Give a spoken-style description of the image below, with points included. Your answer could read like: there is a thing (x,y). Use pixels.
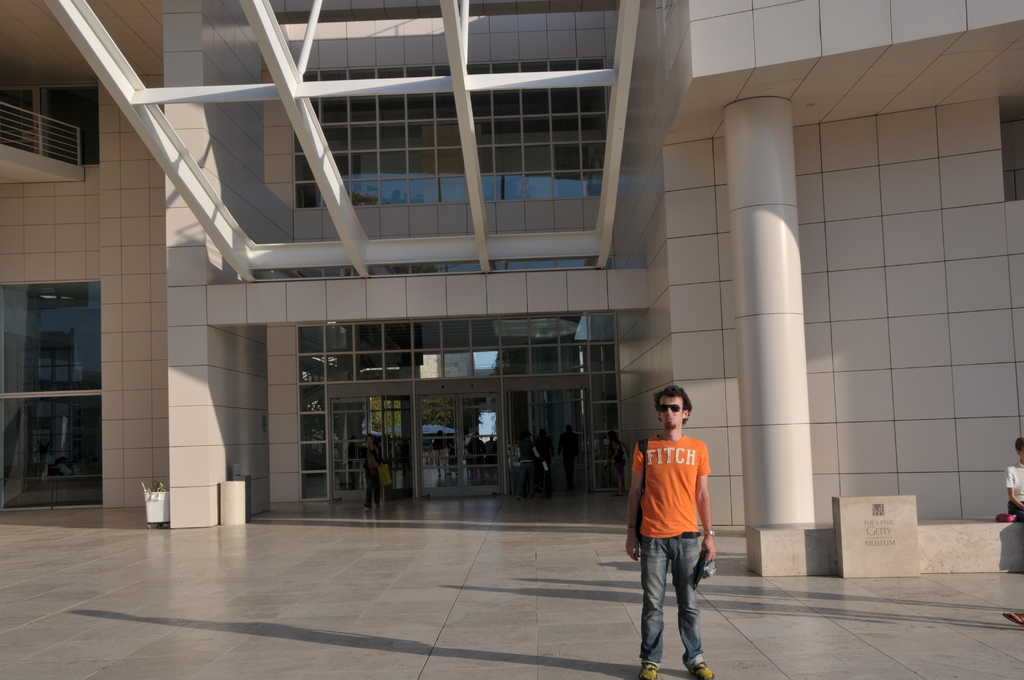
In this image we can see a man (686,534) standing. On the right (978,540) there is a person (1012,503) sitting on the wall (939,542). In the background (482,373) there is a building (693,370) and a door (342,425). We can see people (610,435). On the left (239,501) there are bins (158,505).
